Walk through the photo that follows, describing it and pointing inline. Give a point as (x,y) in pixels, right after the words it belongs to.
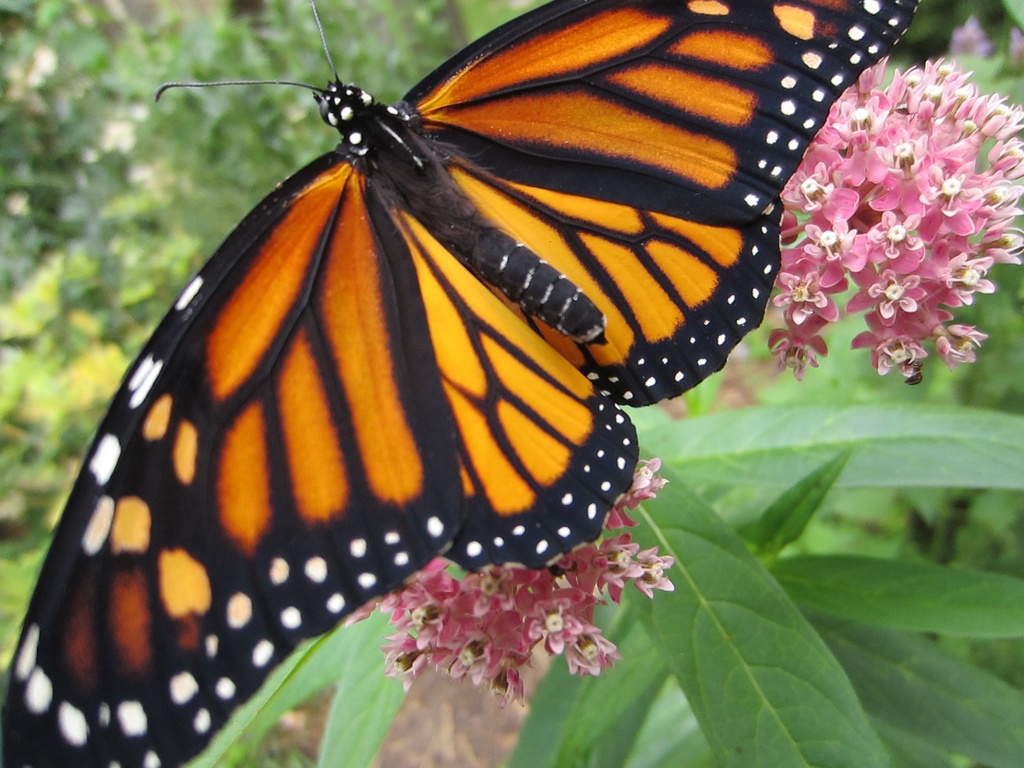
In this picture we can see a butterfly (604,311). There are some flowers (489,631) on a plant (595,707). Greenery (36,328) is visible in the background (84,156).
